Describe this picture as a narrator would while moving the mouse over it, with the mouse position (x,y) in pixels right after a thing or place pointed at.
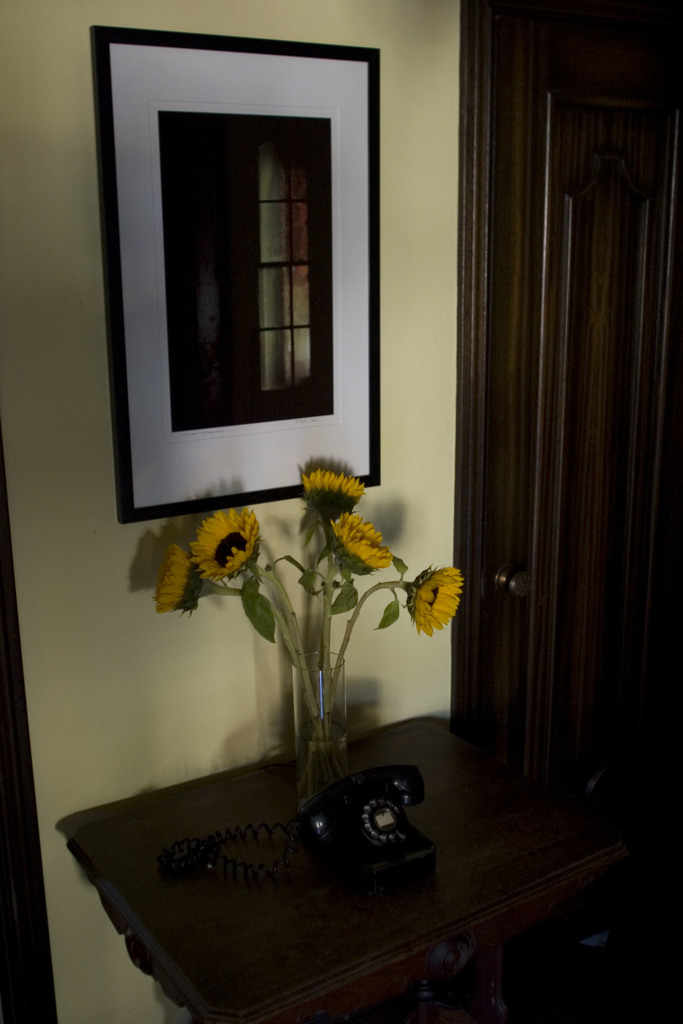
In the center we can see table (292,934), on table (477,837) there is a land phone (340,805), flower vase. In the background (303,610) we can see wall (400,363), door (566,356) and photo frame (252,376).
